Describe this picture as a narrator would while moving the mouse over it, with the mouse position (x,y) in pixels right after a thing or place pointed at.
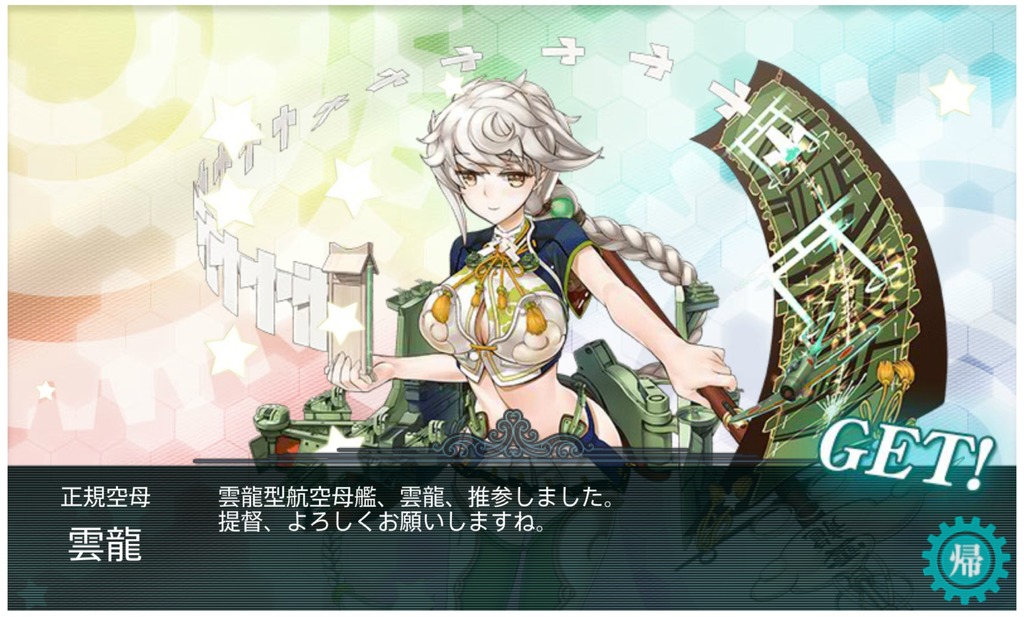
This is an animated image. I can see a girl (494,372) holding the objects (713,386). At the bottom of the image (114,501), there is some text (80,548) and a logo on the image.
